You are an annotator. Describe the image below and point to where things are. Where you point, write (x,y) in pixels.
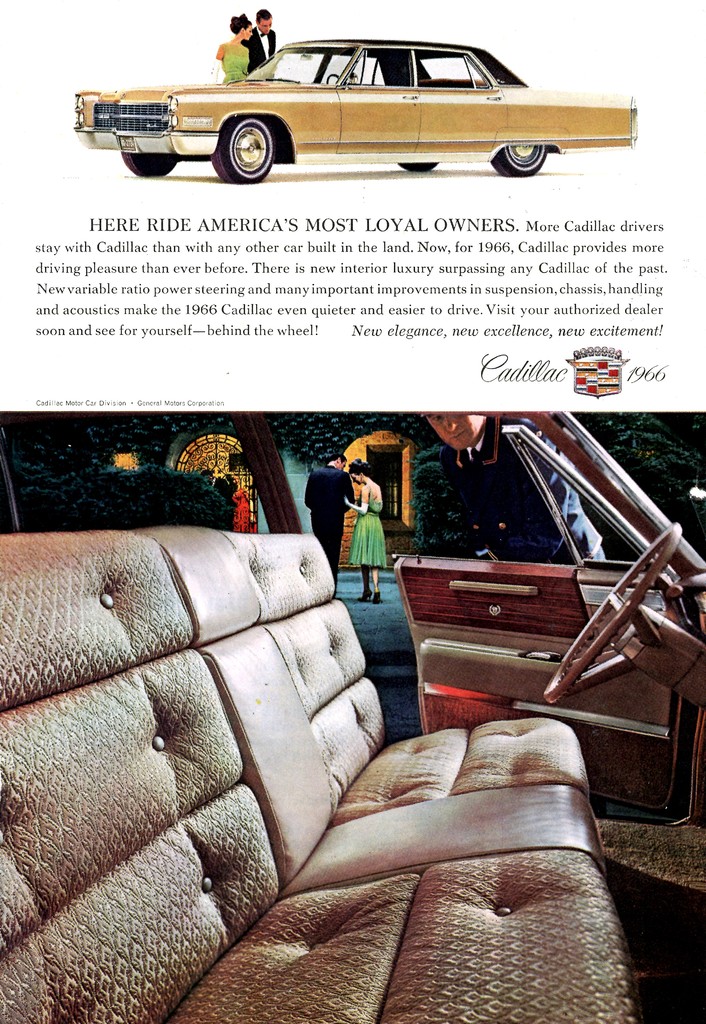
This image consists of a poster (146,769). At the bottom (226,789) I can see an image of inside view of a vehicle (222,633). At the top of it I can see some text (481,267) and also I can see an edited image of a car (298,83) and two persons (256,54).
